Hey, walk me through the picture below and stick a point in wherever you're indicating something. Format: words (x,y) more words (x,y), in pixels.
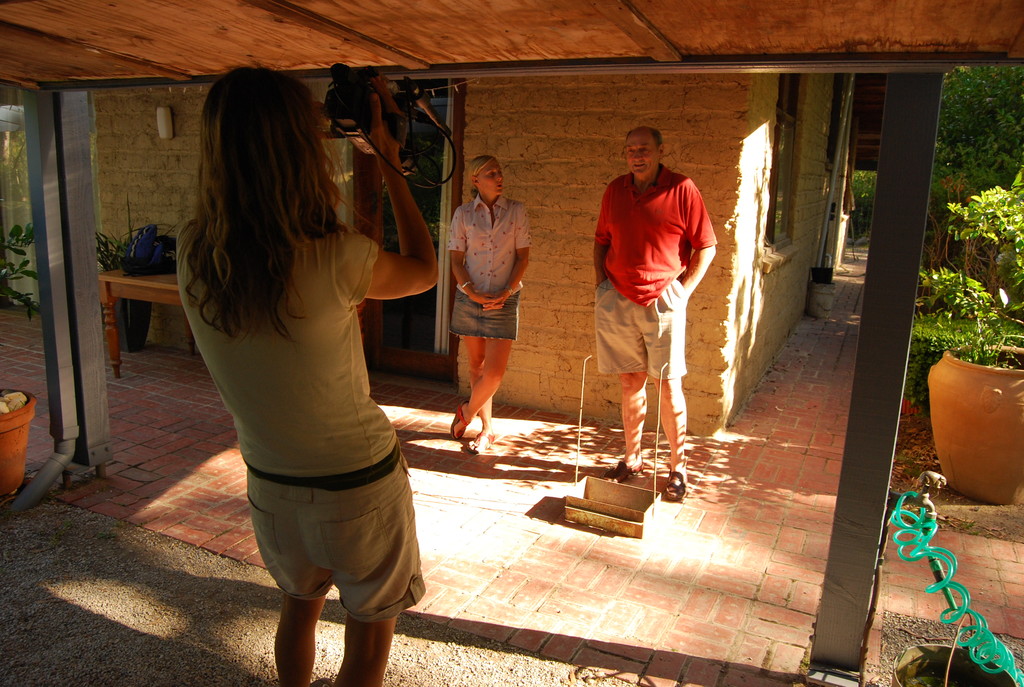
In the center of the image (399,273) there is a person (373,676) holding a video recorder (330,111). In the background of the image (673,399) there are two people (615,244). There is a house (570,101). There is a wall (489,130). There is door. There are plants (1006,180). At the bottom of the image (537,658) there is floor (453,656).
